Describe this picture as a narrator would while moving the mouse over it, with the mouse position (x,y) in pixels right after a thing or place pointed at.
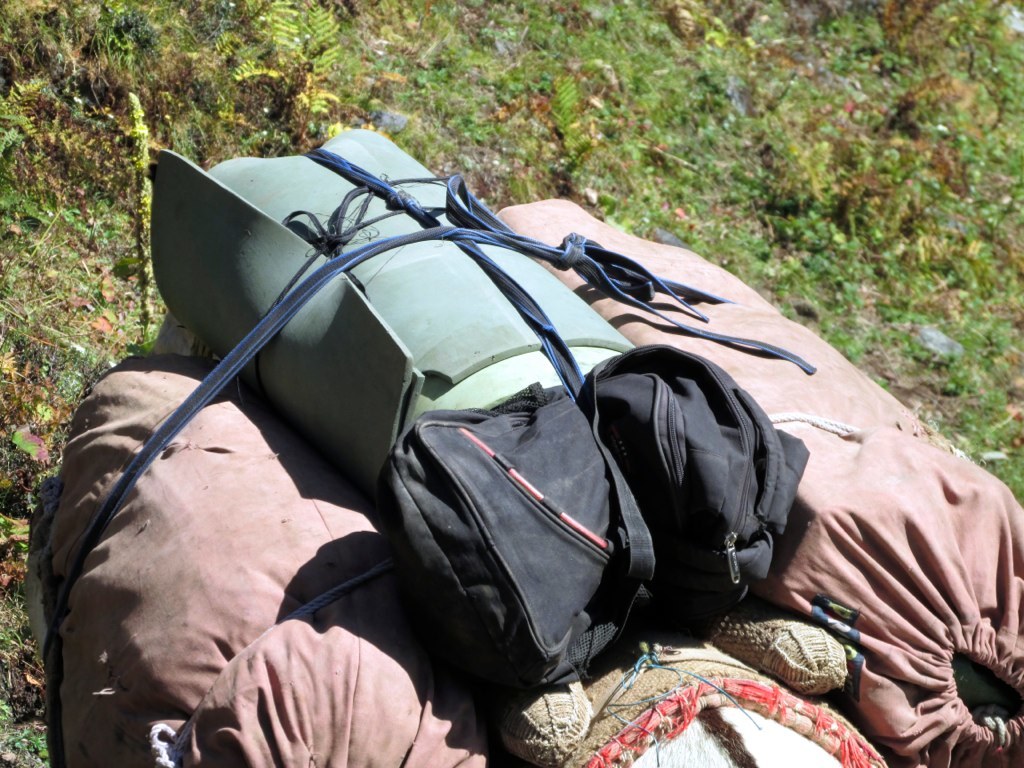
In this picture we can see bags (67,689) and this is grass (835,116).
